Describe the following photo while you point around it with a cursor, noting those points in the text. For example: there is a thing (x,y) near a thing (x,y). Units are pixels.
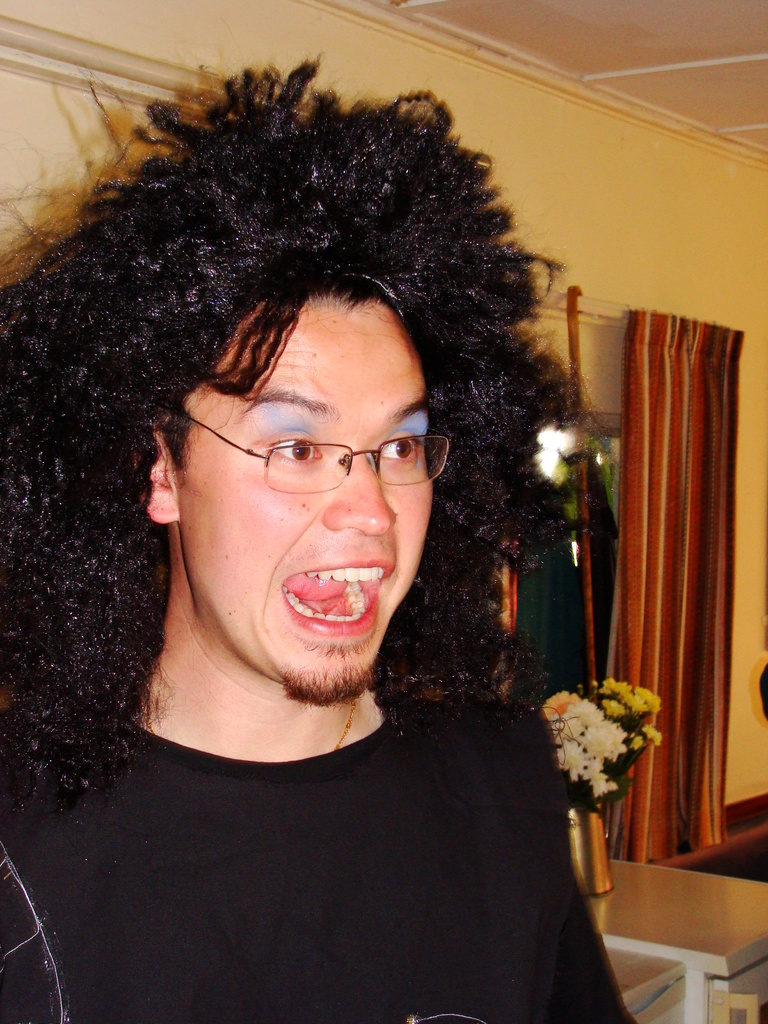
In this image there is a person (222,870) with a black color shirt (346,893) and also has curly hair (227,278) with his mouth (333,601) open which means he is speaking and he is also wearing spectacles (315,463) and he also has blue color shade (303,433). Beside the person (286,420) there is curtain (704,815) which is in multi color and there is also a table (644,886) with a flower pot (604,855) on it
